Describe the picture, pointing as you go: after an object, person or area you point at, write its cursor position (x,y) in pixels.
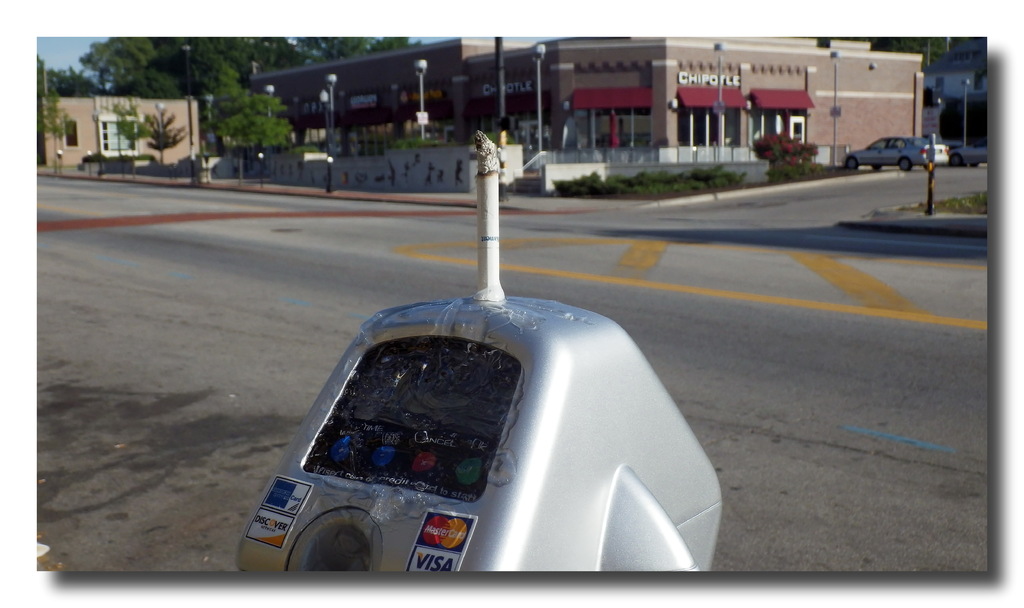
This looks like a parking meter (546,343). This is the road (546,232). I can see a building (525,68) with glass doors (644,121) and name boards (682,81). I think these are the streetlights (422,88). I can see two cars (912,152), which are parked. These are the small bushes (735,173) and trees (239,111).
